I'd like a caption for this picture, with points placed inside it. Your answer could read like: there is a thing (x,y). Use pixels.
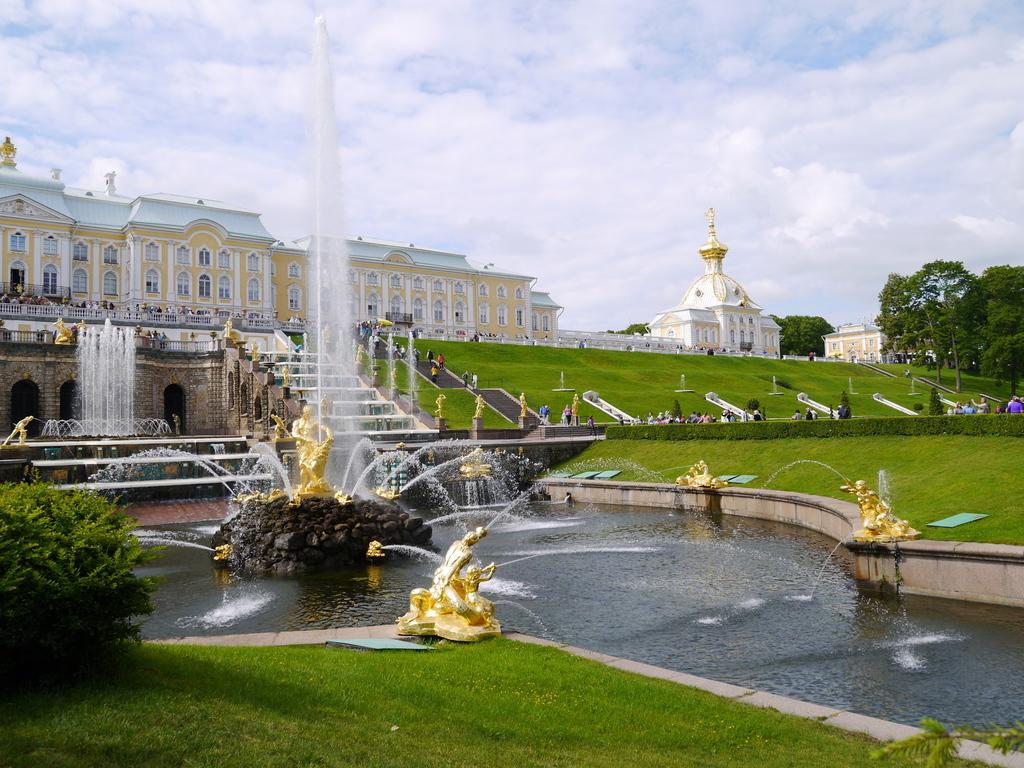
In the image we can see there is a fountains (355,451) and there are statues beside the fountain (533,514). The ground (527,662) is covered with grass (967,474) and there are people (401,348) standing on the road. Behind there are buildings (193,271) and there are trees (950,303). There is a cloudy sky (458,131).
